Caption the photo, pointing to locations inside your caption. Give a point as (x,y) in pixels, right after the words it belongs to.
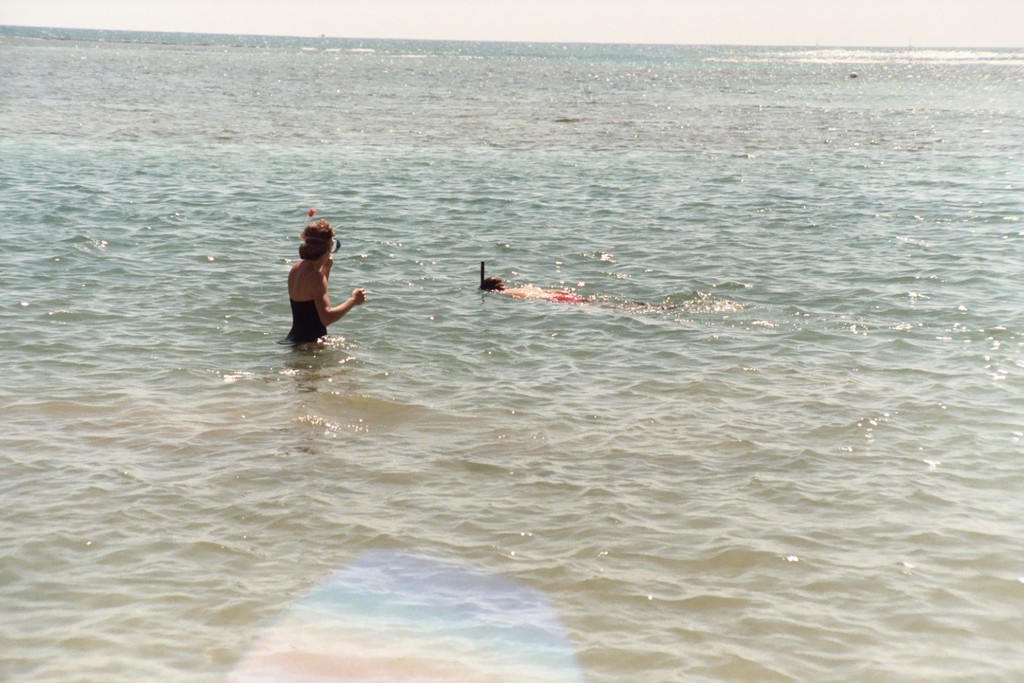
In this picture there is a person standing in the water (369,423) and there is a person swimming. In the foreground (305,665) it looks like a surfboard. At the top (358,7) there is sky (477,30). At the bottom (363,511) there is water (419,490).
